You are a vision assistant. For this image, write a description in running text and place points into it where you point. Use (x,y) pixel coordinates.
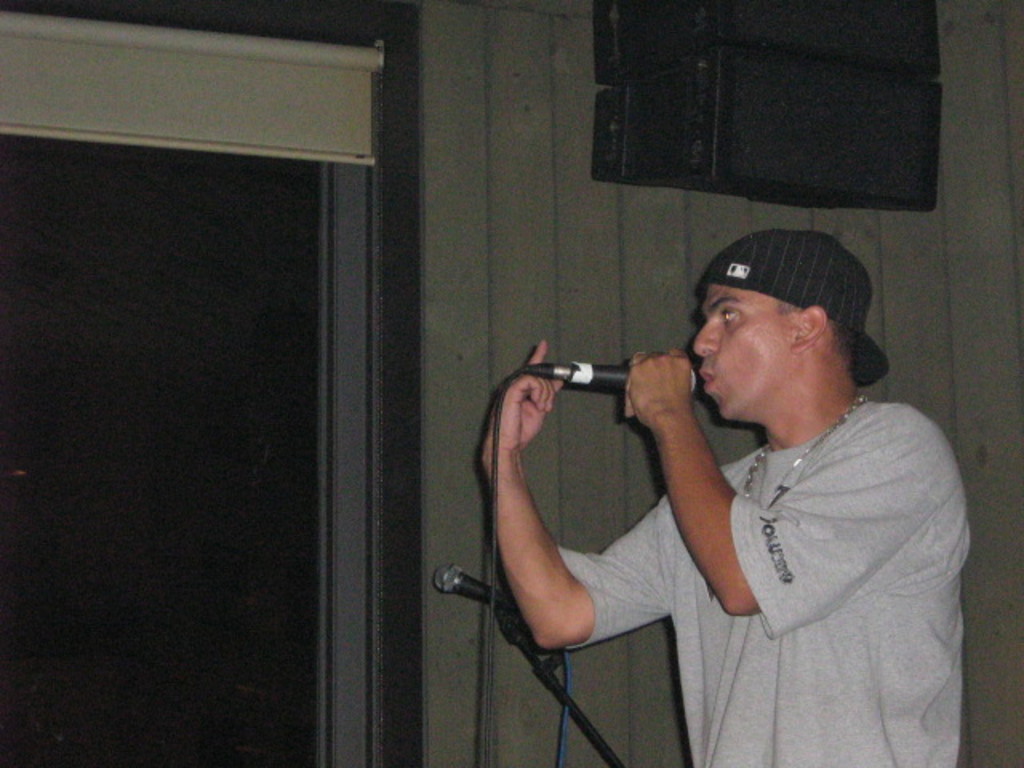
In this image there is a man (747,522), he is wearing grey color T-shirt (810,577) and cap (794,274) holding a mic (608,383) in his hand (649,416), in the background (514,674) there is a wall (514,674) to that wall (514,659) there is a door (407,55).
